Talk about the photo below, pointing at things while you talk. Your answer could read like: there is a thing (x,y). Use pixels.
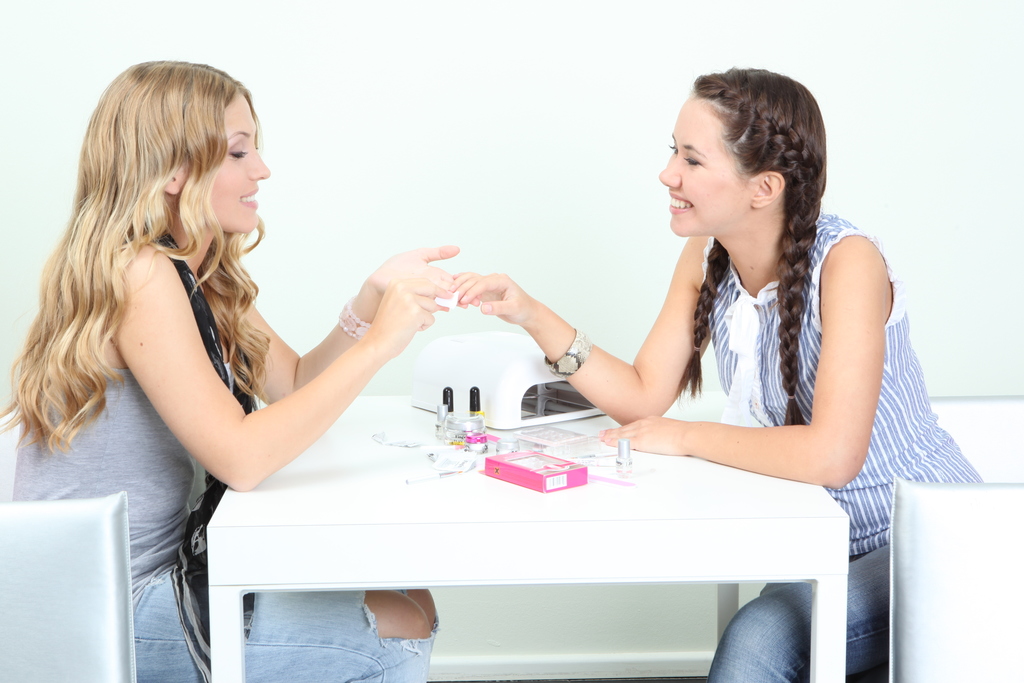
In the image we can see there are two woman (372,319) who are sitting on chair (96,541) and on table (511,517) there are nail polish (624,452), pink colour cardboard box (538,472).
